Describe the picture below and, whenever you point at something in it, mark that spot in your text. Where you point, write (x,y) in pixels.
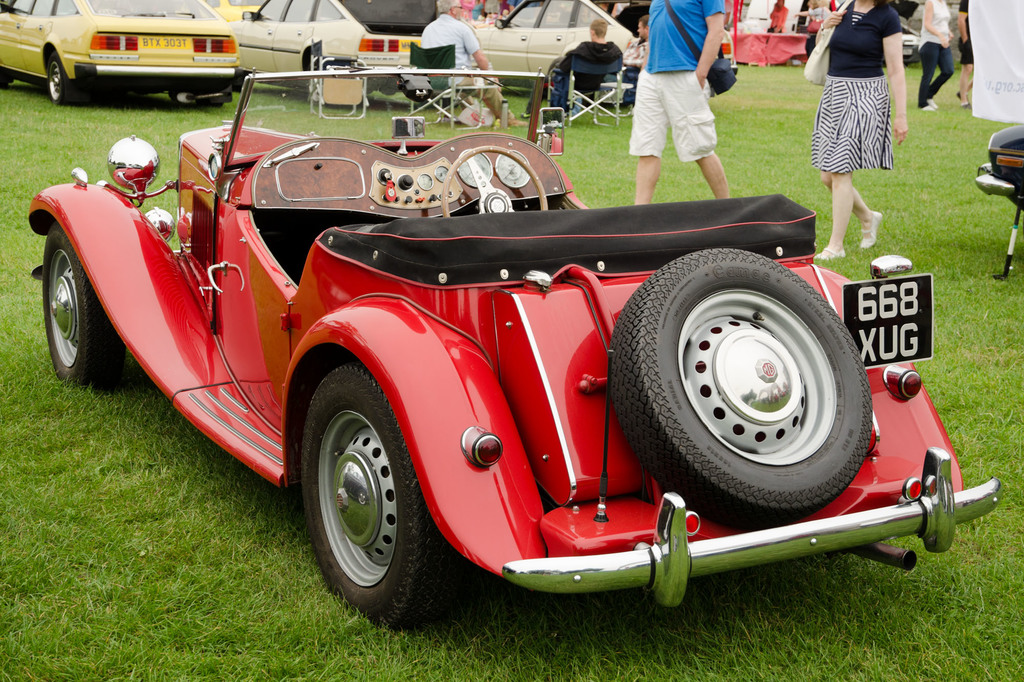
In this image there is grass (590,626) towards the bottom of the image (302,624), there are cars (418,122) on the grass (125,122), there are a group of persons (696,114) walking, there are three men (462,57) sitting on the chair (591,65), there is an object (989,41) towards the right of the image (994,47), there are objects (754,34) on the grass (765,71), there are objects (761,46) towards the top of the image (794,42), there is a woman (834,81) walking, she is wearing a bag (821,80), there is a man (708,134) walking, he is wearing a bag (723,68).
